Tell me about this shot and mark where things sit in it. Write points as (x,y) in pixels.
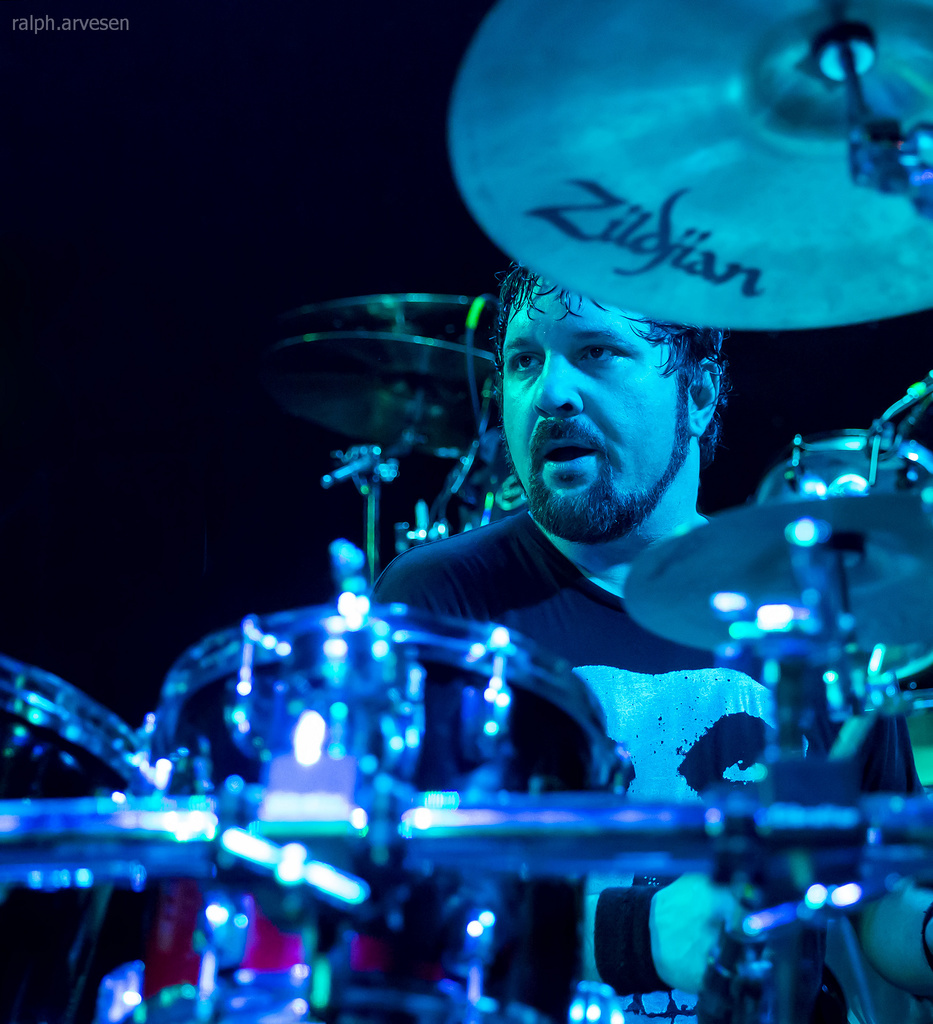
In this picture there is a man (614,916) sitting and we can see musical instruments (422,390). In the background of the image (207,134) it is dark. In the top left side of the image (23,28) we can see text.
